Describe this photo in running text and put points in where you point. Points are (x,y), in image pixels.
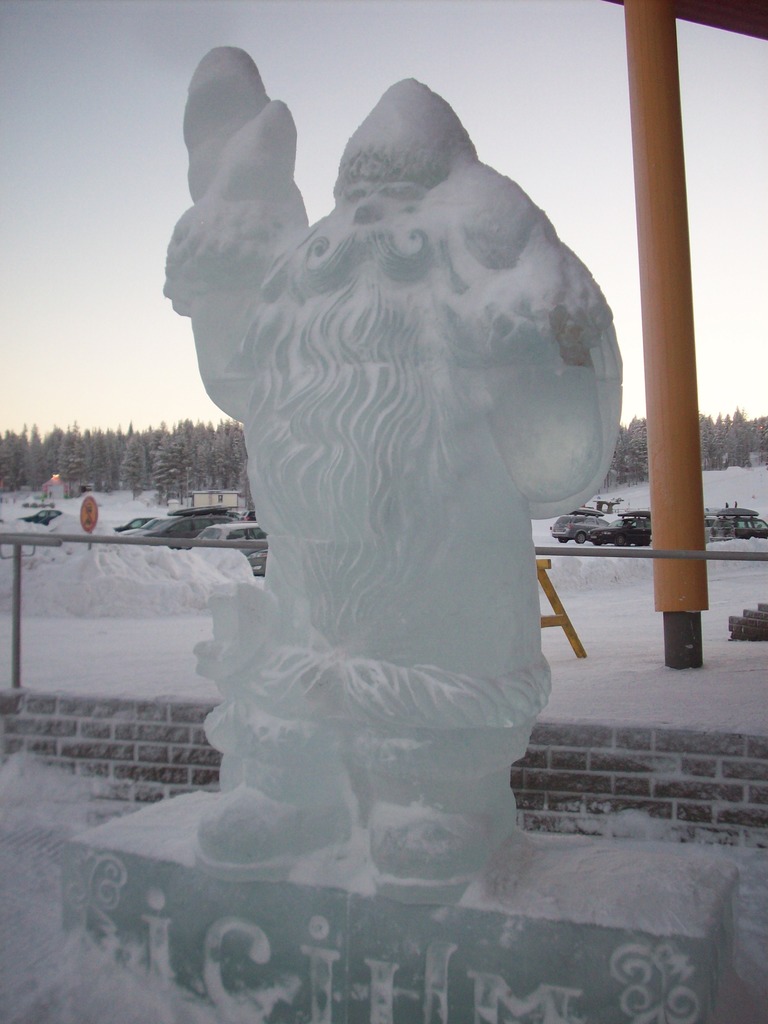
In the image there is a snow statue (381,476) of a man (491,656) in front of brick wall (596,761) and behind there are few cars (588,539) on the snow (610,669), on the right side (641,7) there is a pillar (689,393), over the background (62,462) there are trees (161,469) covered with snow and above its sky (102,104).
